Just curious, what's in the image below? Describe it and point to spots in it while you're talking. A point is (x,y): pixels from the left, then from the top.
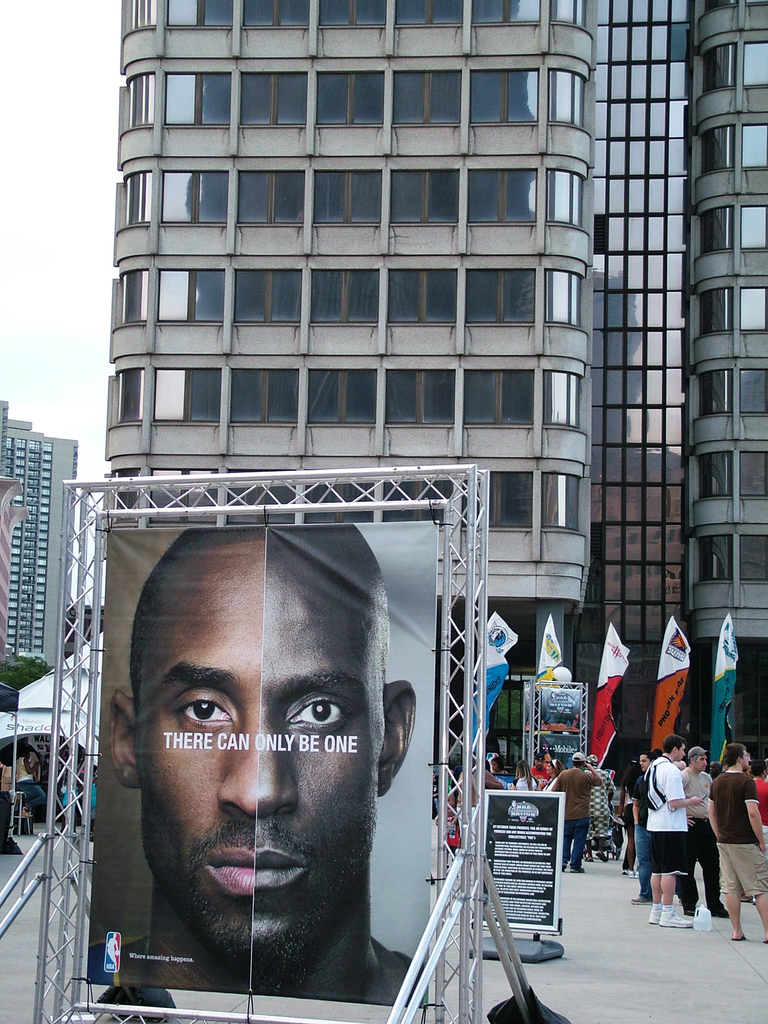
In this image we can see there are buildings (437,440) and banners (505,646). In front of the building (516,657) there are a few people (592,791) standing and few people (576,777) walking. And there are banners (666,697) attached to the stands (480,662). There is the pole (446,497) and the sky (61,326).
